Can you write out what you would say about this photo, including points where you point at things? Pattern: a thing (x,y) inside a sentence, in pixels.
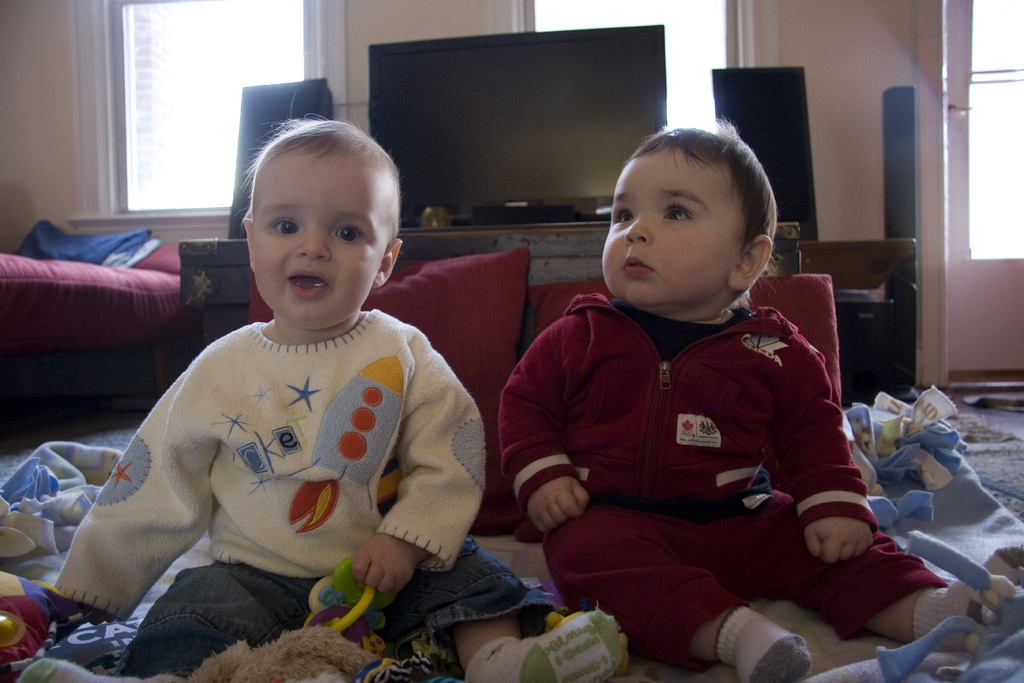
In this picture I can see two children (512,438) in the middle (399,423), in the background (526,164) there is a television (623,159). There are speakers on either side of this image, on the left side (125,283) there is a bed (143,285).
